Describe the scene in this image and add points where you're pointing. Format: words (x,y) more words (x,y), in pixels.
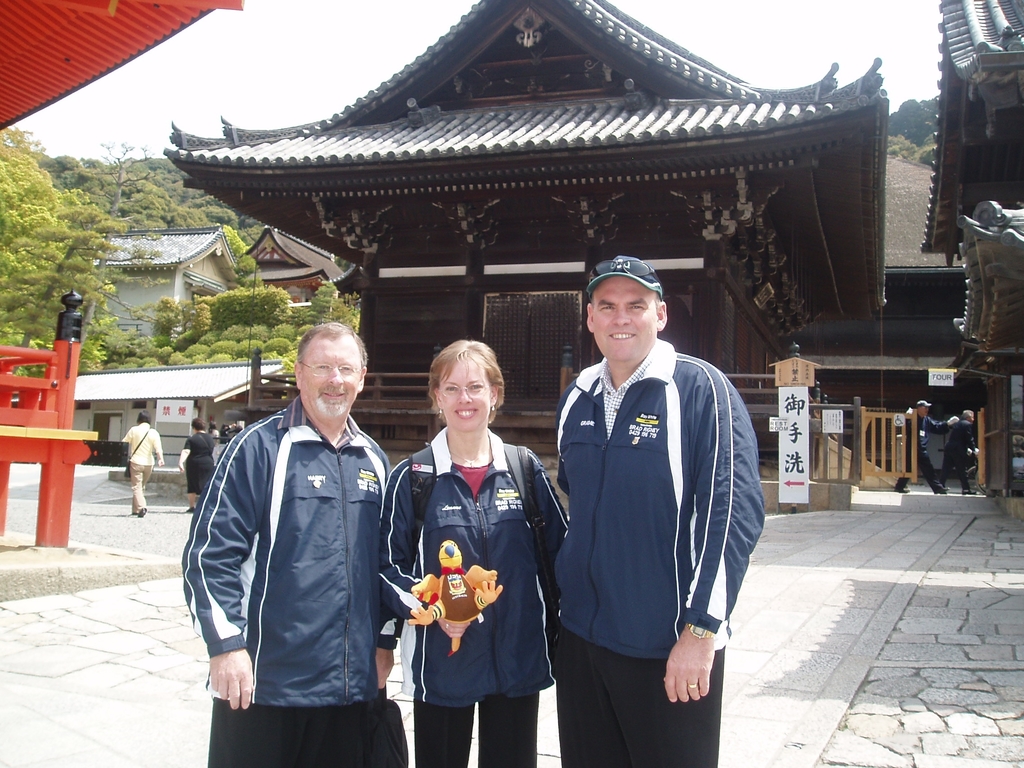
In this picture I can observe three members (295,423) in the middle of the picture (358,463). All of them are smiling. Two of them are men (271,502) and one of them is a woman (476,407). In the background (543,258) I can observe buildings (533,287), trees (247,224) and sky (287,63).
